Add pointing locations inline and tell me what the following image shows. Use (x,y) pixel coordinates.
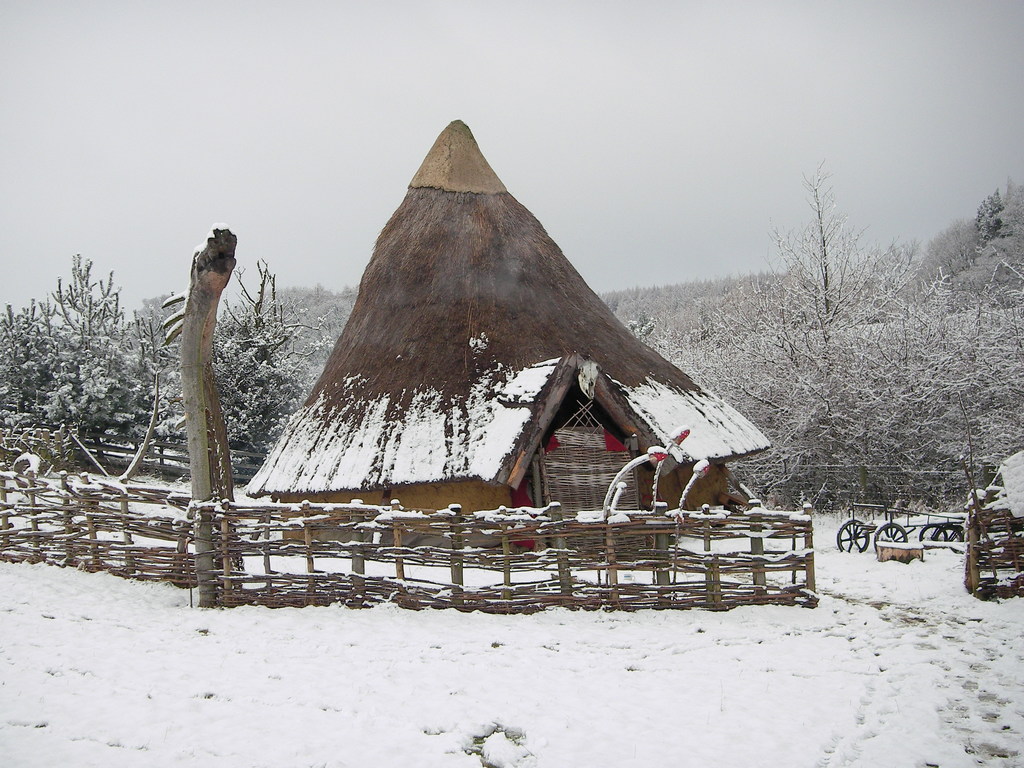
In this image we can see a hut (486,236), fence (460,580), snow (618,724), and a cart (890,511). There are trees (859,395) covered with snow (306,372). In the background (292,145) there is sky (742,99).
